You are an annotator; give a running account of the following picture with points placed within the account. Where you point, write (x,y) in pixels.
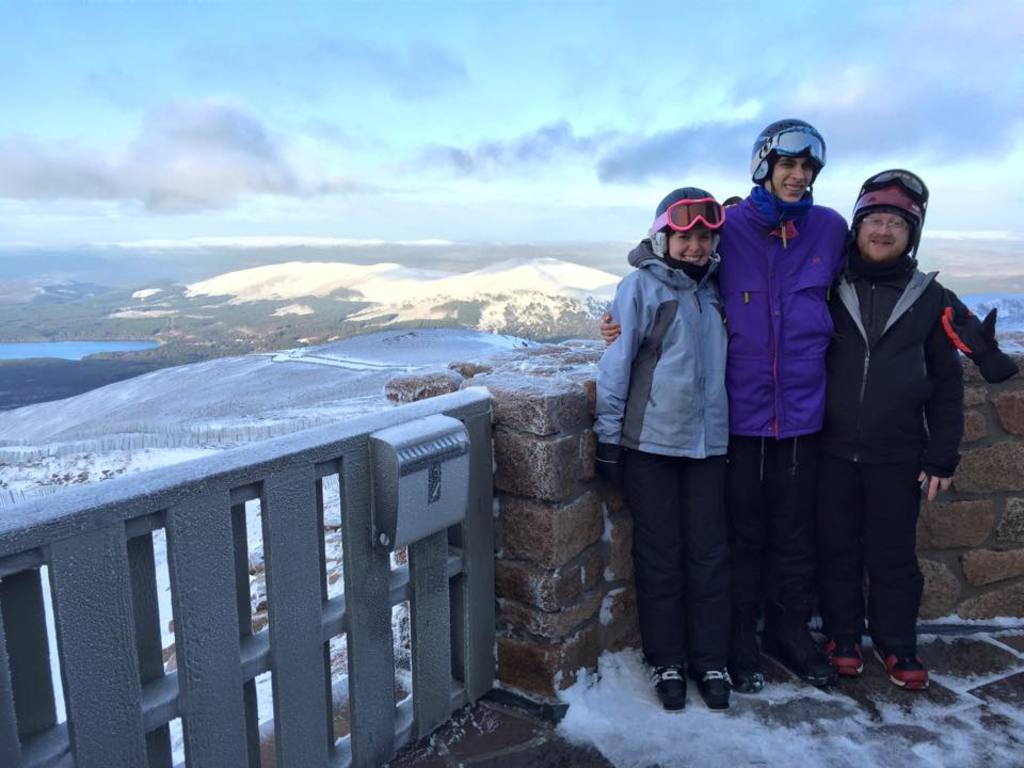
Here in this picture we can see three people (786,317) standing over a place and we can see they are wearing jackets (768,328), goggles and cap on them and all of them are smiling and beside them we can see a railing (472,554) present and behind them we can see mountains (237,305), which are fully covered with snow (379,353) over there and we can see clouds (391,192) in the sky (563,172).
